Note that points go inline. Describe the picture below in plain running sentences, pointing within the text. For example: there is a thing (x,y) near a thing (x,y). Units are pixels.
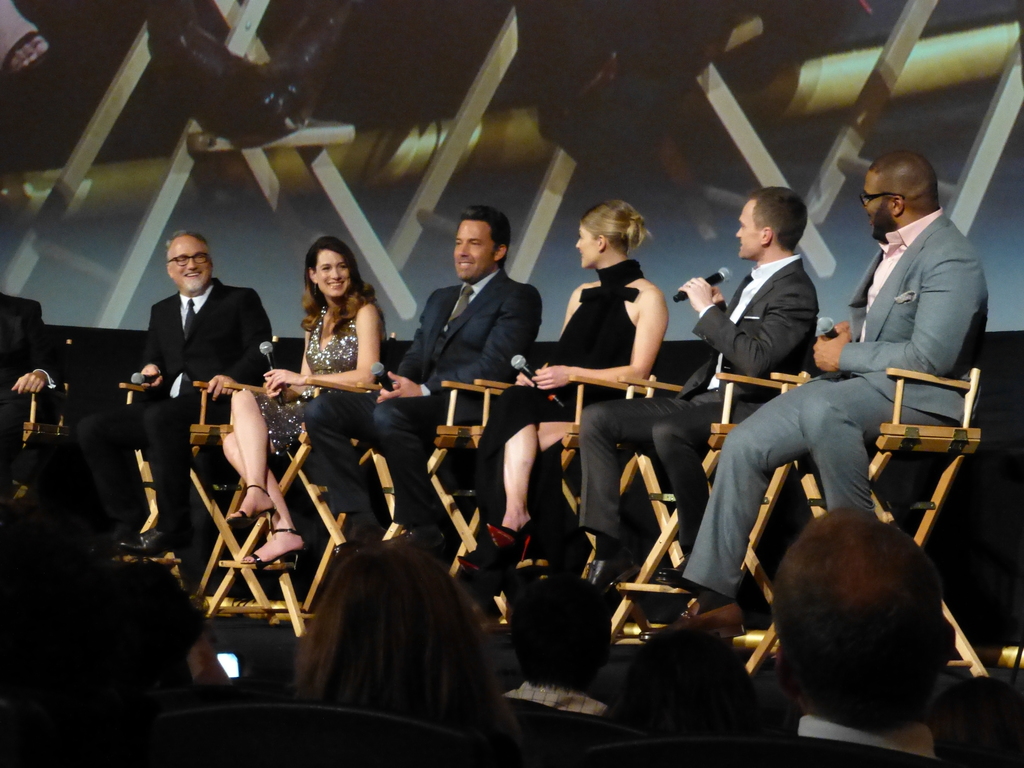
In this image I can see number of people (300,433) are sitting on chairs (577,446) and I can see all of them are wearing formal dress (949,332). I can also see all of them are holding mics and In the background (1009,12) I can see a screen (568,35).
